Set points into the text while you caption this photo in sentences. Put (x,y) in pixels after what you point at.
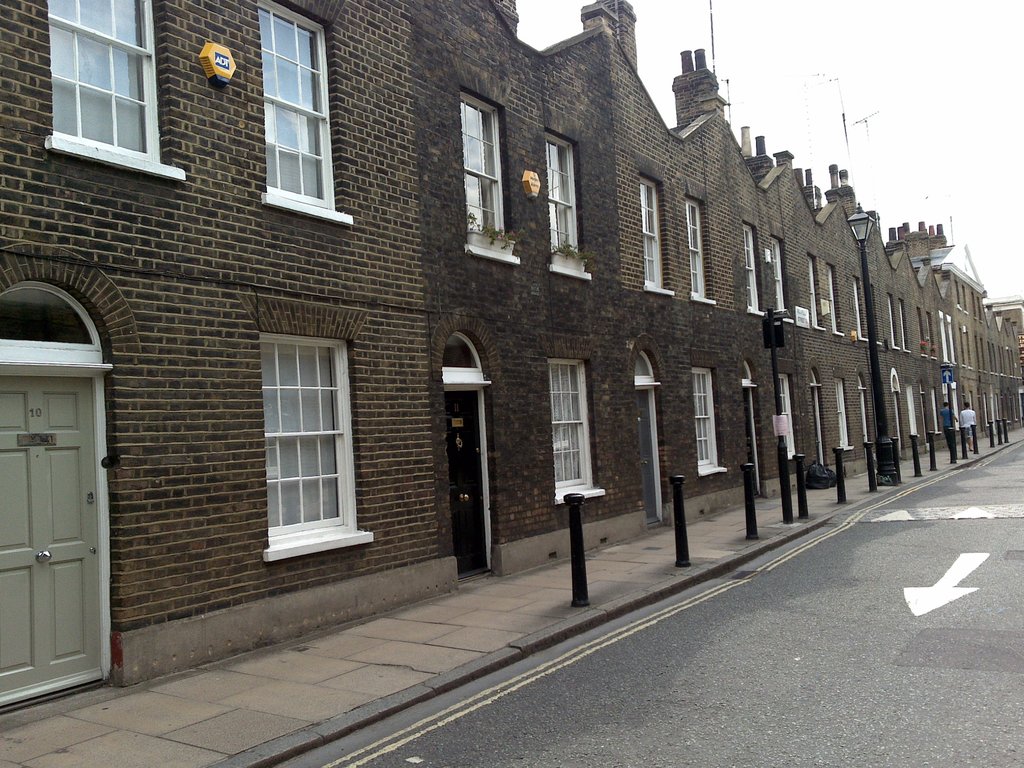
There is a road (917,707) on which, there is a white color mark (933,592) near a footpath (504,638) on which, there are poles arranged along with a big pole (888,436) which is having a light (852,222) near a building (842,243) which is having glass windows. In the background (1016,281), there is sky (927,167).
